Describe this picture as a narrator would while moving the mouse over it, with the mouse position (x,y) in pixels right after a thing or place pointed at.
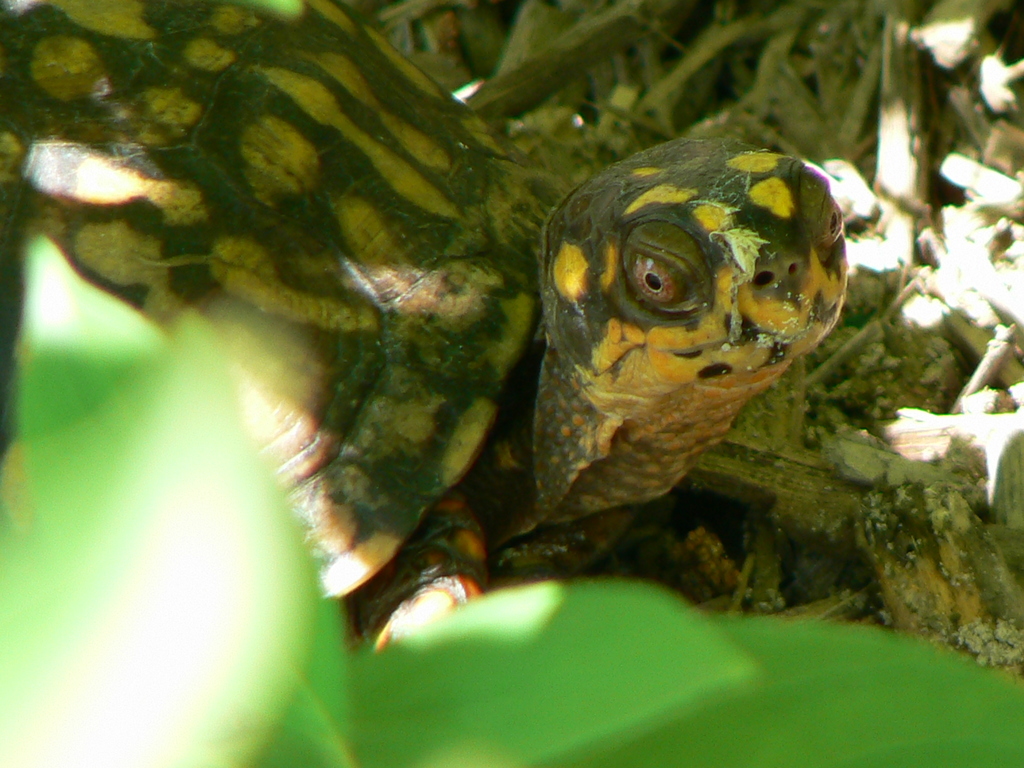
Here in this picture we can see a close up view of a tortoise (511,411) present on the ground (530,570) and we can see grass (697,472) present on the ground (911,377) and in the front (432,705) we can see leaves (355,682) in blurry manner.
